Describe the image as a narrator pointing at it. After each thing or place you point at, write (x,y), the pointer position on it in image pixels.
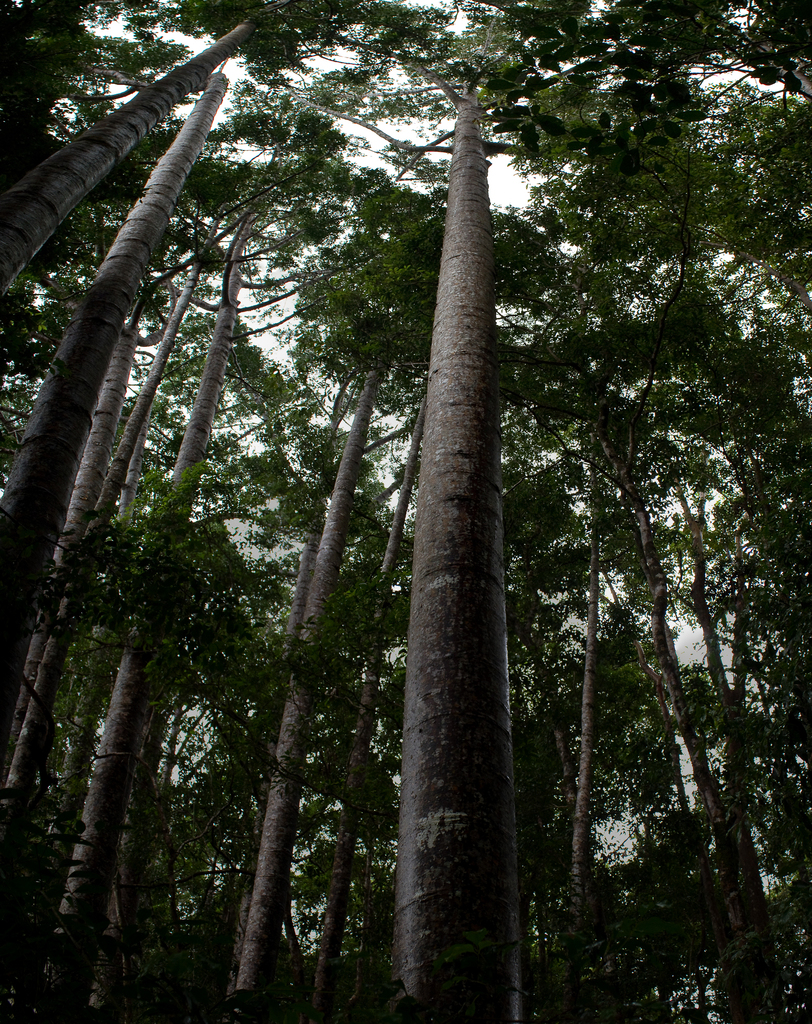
There are few trees (490,309) which are very tall in height.
